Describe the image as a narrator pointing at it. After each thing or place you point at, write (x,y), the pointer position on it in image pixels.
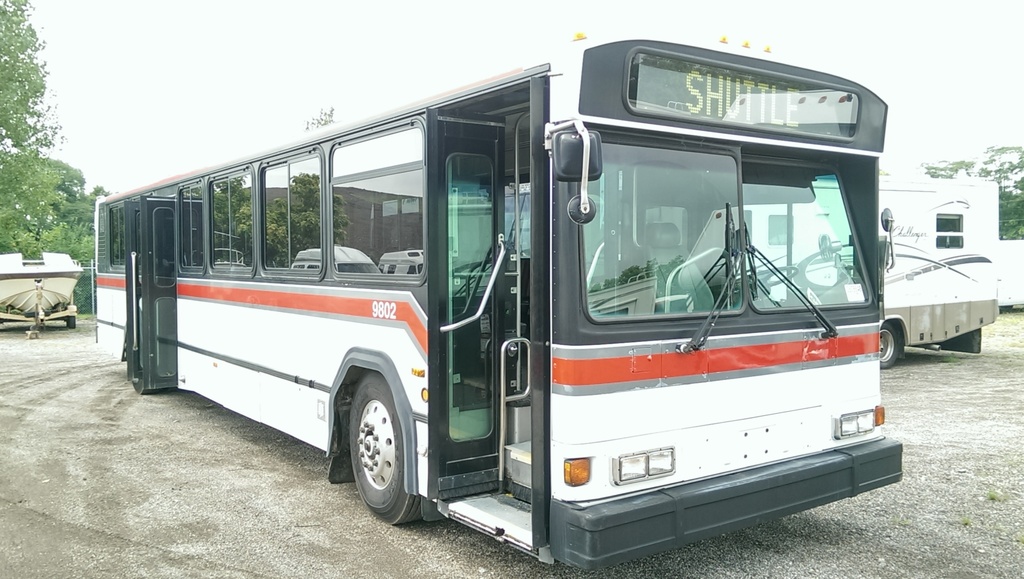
In this image there are vehicles (387,340) parked on the ground (122,440). In the center (479,327) there is a bus (479,327). There is a digital display board (726,97) to the bus (740,111). In the background (44,160) there are trees (70,189). At the top (404,27) there is the sky (485,32).
